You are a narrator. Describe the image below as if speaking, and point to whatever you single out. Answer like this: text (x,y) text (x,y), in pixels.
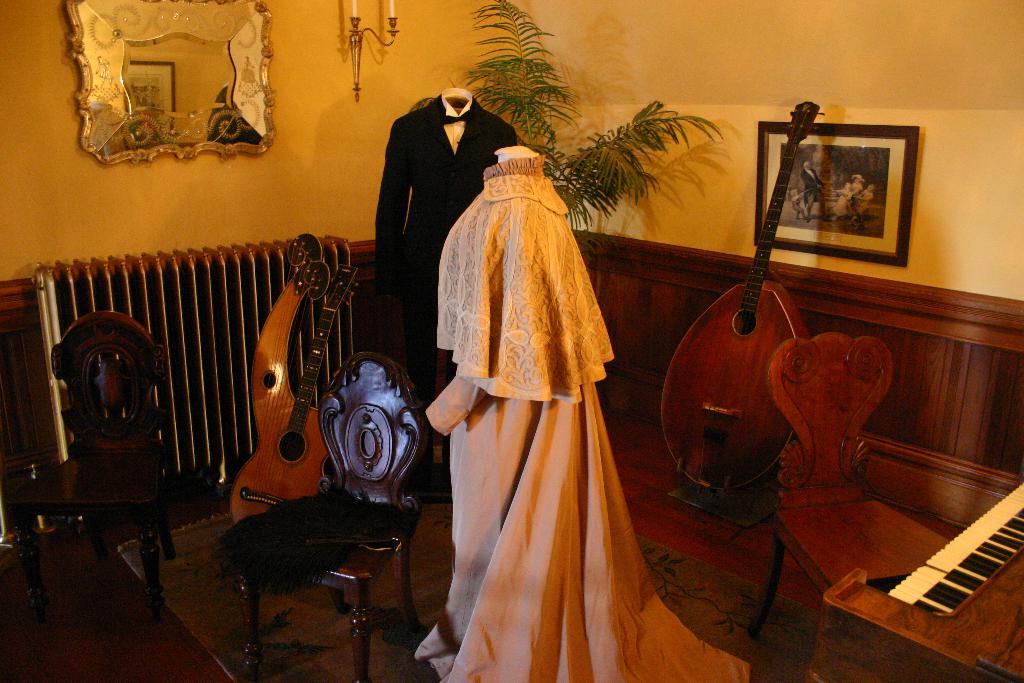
This image consists of mannequins (453,651) along with clothes (520,537). On the right (931,588), there is a piano (910,618). And we can see two guitars (324,314) in this image. And there are three chairs (103,376). At the bottom (161,649), there is a floor (33,654). In the background (862,35), there is a wall (713,164) on which there is a mirror (234,113) and a frame (839,169). And we can see a plant (549,164).
